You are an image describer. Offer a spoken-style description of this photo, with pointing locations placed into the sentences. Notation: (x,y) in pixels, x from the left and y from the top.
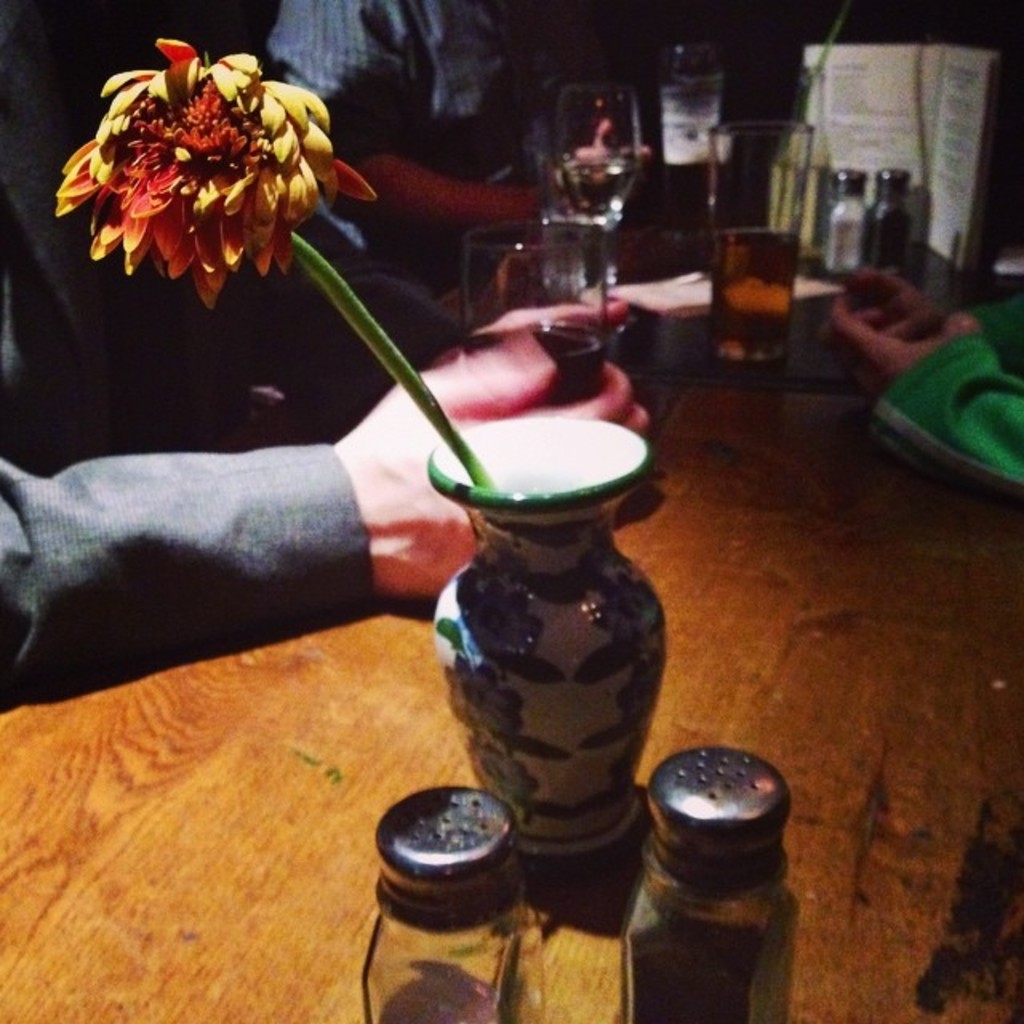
This picture shows a flower vase (581,447) and few glasses (785,226) on the table (704,464) and we see a person (480,382) holding a glass (565,385) in his hand (527,370).
